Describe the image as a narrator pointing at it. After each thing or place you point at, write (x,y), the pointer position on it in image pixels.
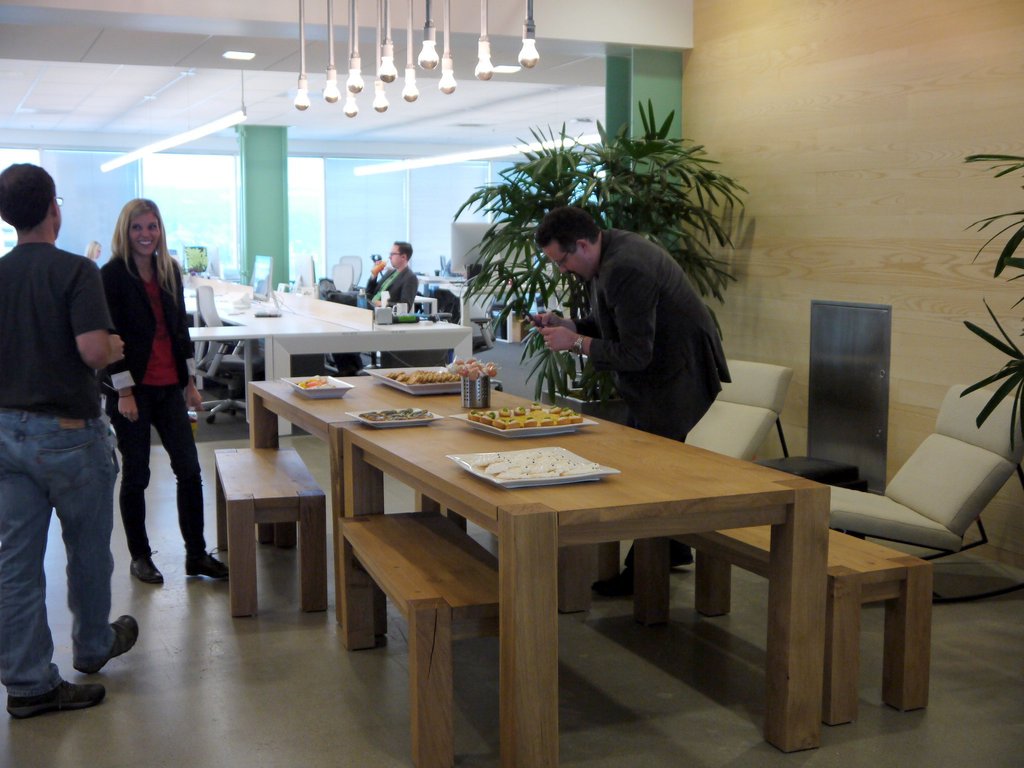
There are four persons (641,299). The three persons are standing and one person (391,294) is sitting on a chair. He is holding a mobile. On the right side of the person (656,291) is holding a mobile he is wearing a spectacle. There is a table (537,498). There is a glass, tray (493,429), plate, sweets (506,420) on a table (440,399). In the center (356,344) there is a another table (297,331). There is a monitor (272,273) and keyboard (267,311), mouse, cup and name board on a table (291,308). We can see in the background (318,140) wall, pillar (262,154), plant (561,179) and lights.
